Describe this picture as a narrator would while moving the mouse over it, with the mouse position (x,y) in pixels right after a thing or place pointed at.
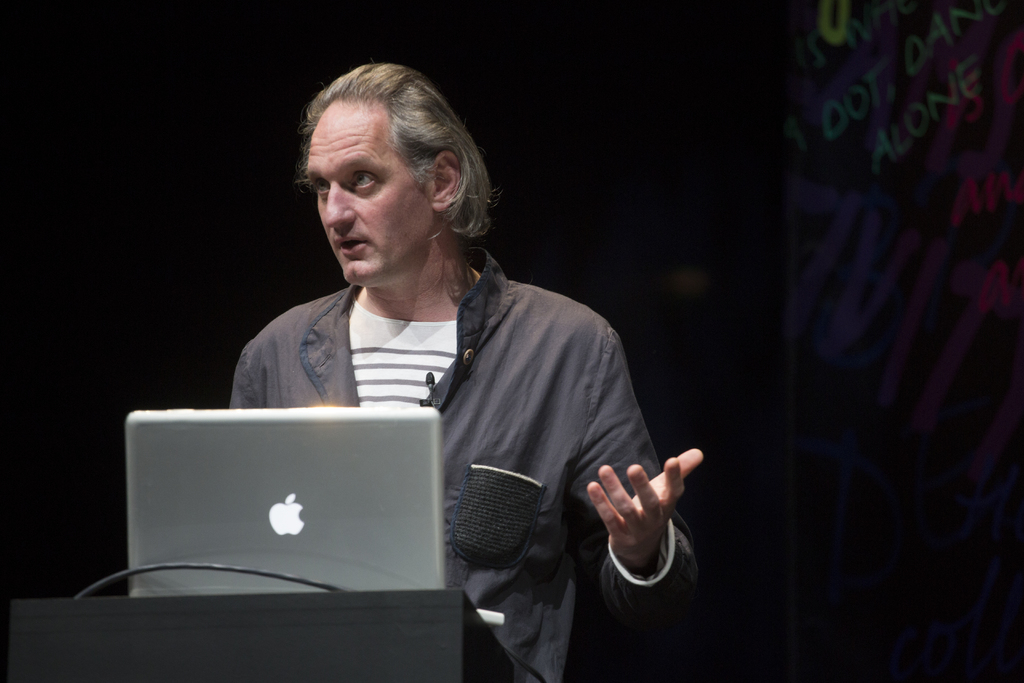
As we can see in the image there is a man (452,363) wearing gray color jacket (499,452) and there is laptop (339,498). The image is little dark.
